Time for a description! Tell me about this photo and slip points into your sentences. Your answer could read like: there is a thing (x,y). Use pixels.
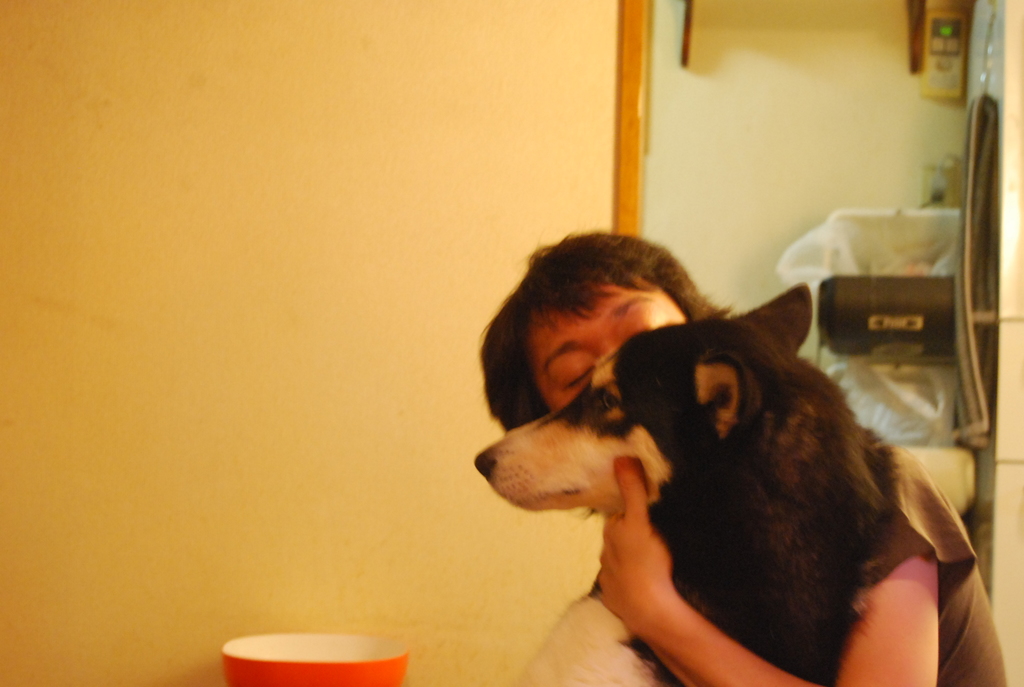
In the foreground of this image (645,621), there is a person (911,554) holding a dog (692,553). At the bottom (303,664), there is an orange color object (340,642). Behind it, there is a wall (496,88). In the background (890,215), there are few objects (940,326) on the right (974,319).
